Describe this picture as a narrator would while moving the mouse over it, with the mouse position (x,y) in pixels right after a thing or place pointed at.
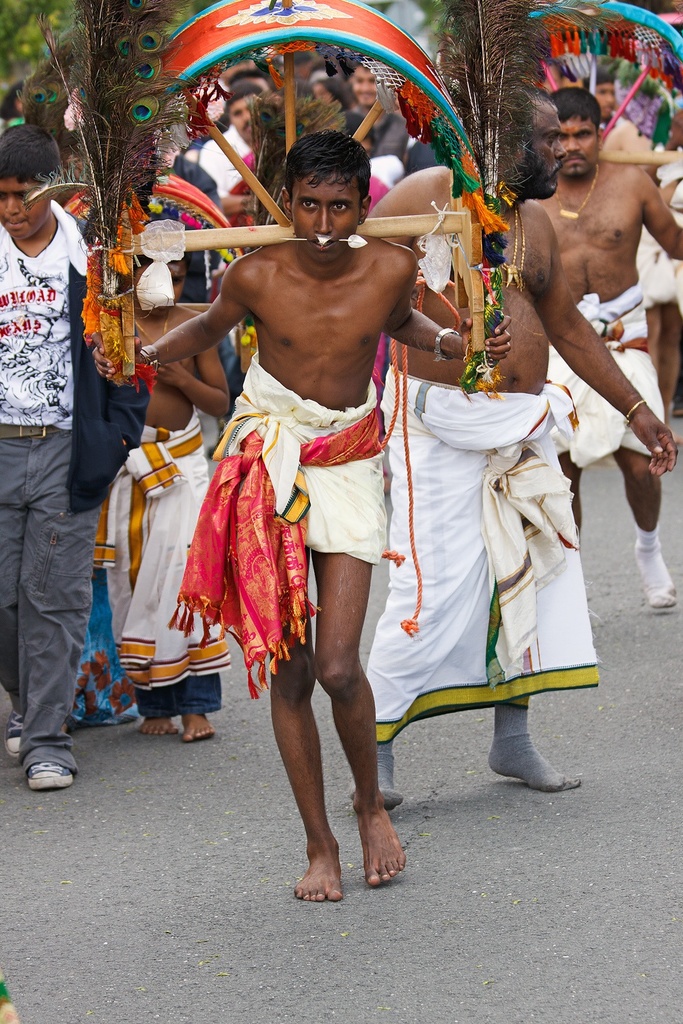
In this image, in the middle (376,531), we can see a man (410,341) walking and holding an object (280,234) in his both hands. In the background (472,396), we can also see a group of people (176,573), trees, at the bottom (279,861), we can see a road (279,861).
